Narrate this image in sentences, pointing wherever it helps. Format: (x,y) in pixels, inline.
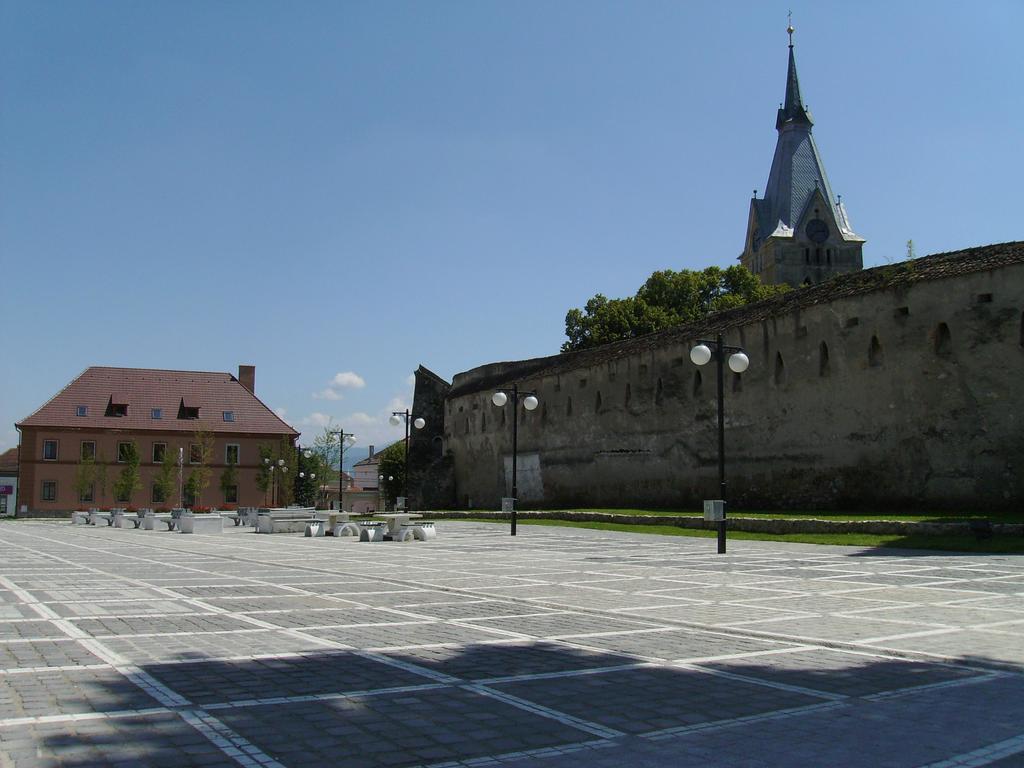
In this image there is the sky (363,216) towards the top of the image (329,157), there are clouds (360,373) in the sky (340,242), there are buildings (169,432), there are windows (160,460), there is a wall (666,389) towards the right of the image (710,407), there are trees (656,315), there are poles (340,477), there are lights (351,436), there is grass (847,516), there are objects (277,526) on the ground (319,556).
